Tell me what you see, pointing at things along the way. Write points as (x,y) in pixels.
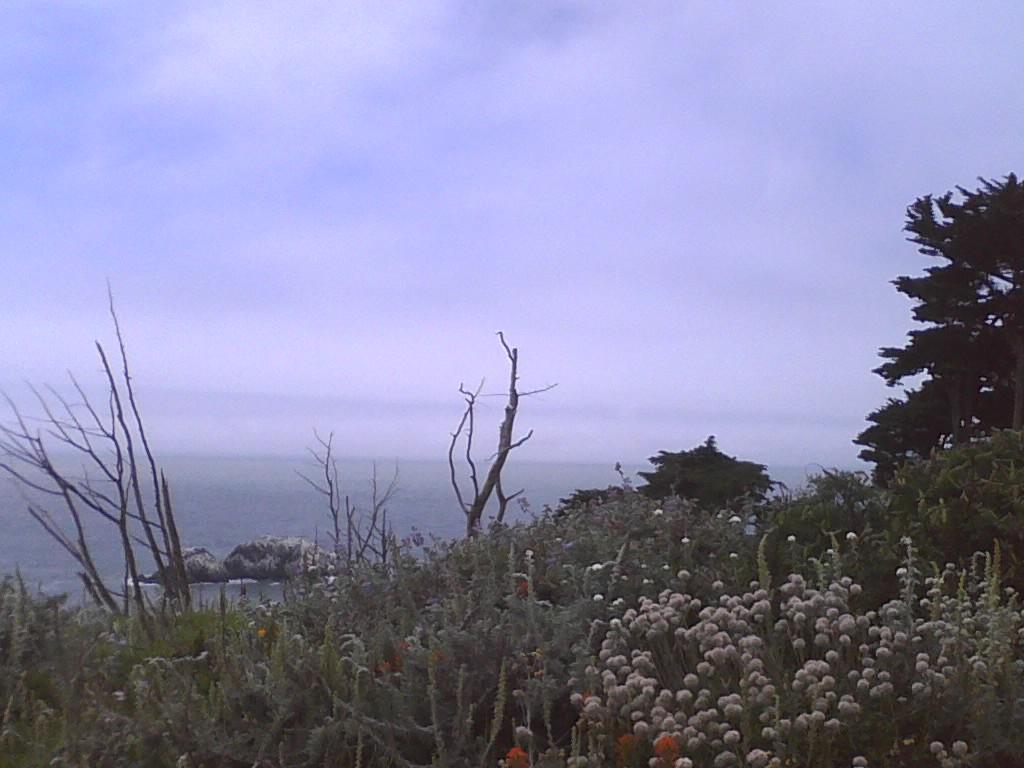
There are plants (703,591) on the ground (770,524). Some of them, are having flowers (718,704). In the background (1012,234), there are trees (735,480), there is water (338,488) and there are clouds (259,188) in the blue sky (293,167).
